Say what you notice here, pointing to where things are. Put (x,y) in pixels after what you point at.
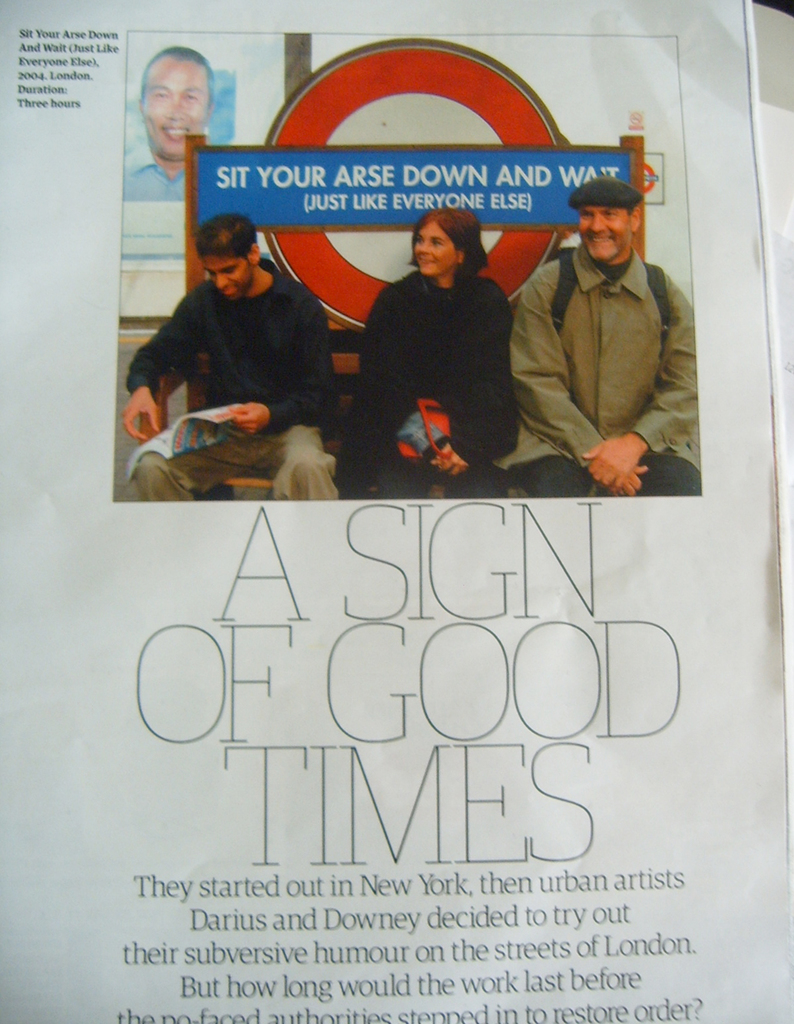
This image consists of a poster (359,568) with a few images (304,319) of two men (286,344), a woman (442,364) and there is a text (460,582) on it.
